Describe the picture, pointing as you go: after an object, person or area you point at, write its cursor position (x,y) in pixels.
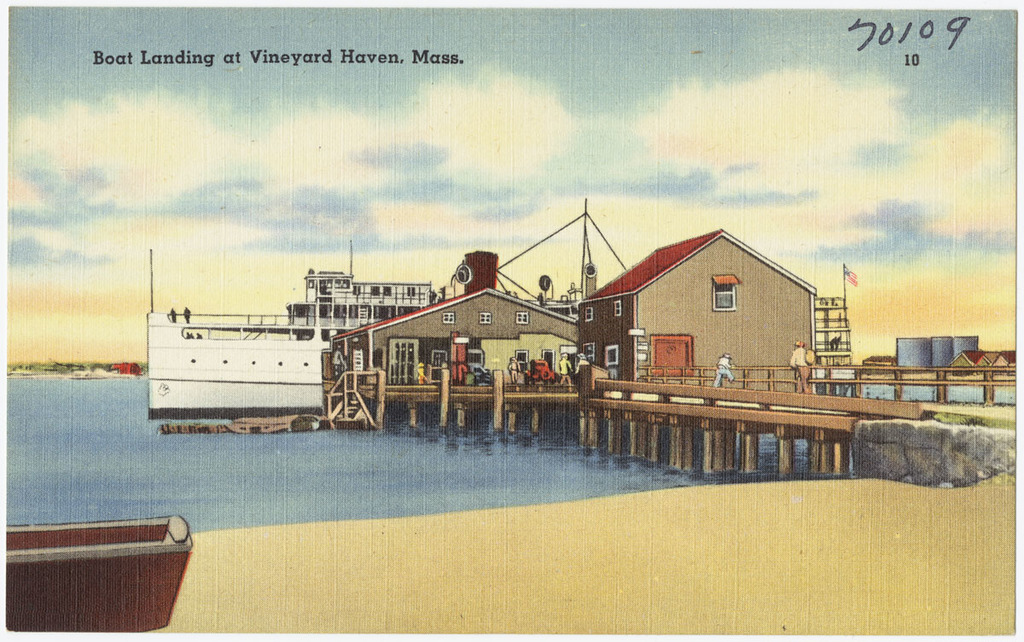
There is a painting (284,363) in this image, in the painting (280,283) there is a boat (311,295) landing at vineyard haven (736,388), and there are a few people (718,383) standing.
